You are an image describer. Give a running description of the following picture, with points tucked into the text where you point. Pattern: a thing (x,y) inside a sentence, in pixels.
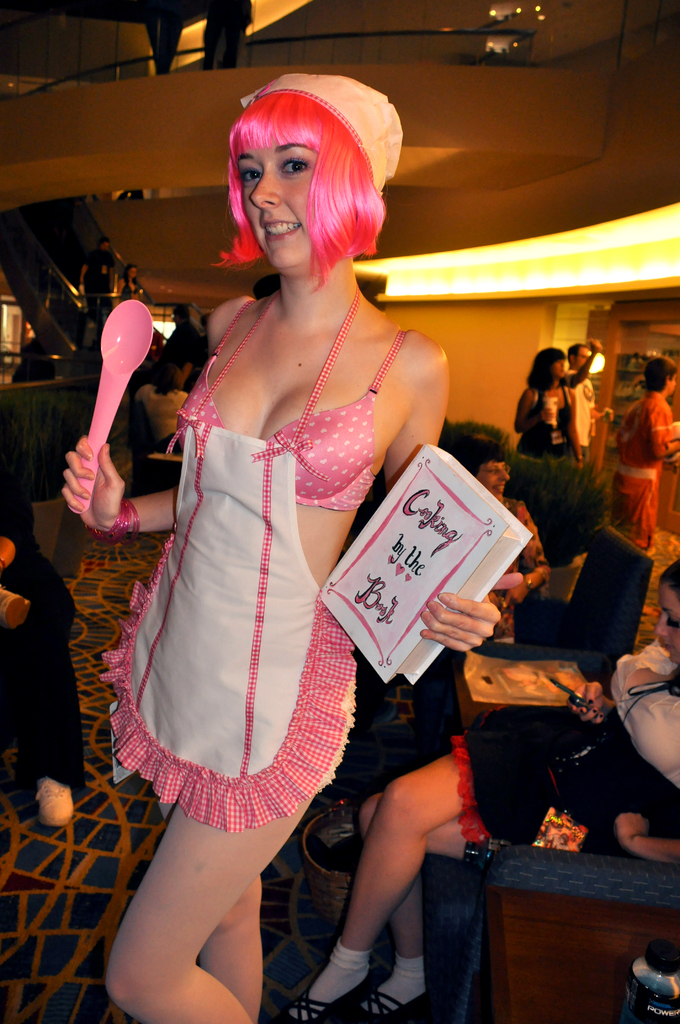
This image is taken from inside the building (101,167). In this image there is a woman (268,451) standing and holding a book (432,513) and a spoon (124,334), behind her there are a few people (642,717) standing and sitting, in between them there are few plant pots (528,478) and there are a few people (127,281) standing on the stairs (120,295), there are lights (199,25) to the ceiling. At the top of the image (217,30) there are a few people (227,35) standing, in front of them there is a glass railing (423,32).
